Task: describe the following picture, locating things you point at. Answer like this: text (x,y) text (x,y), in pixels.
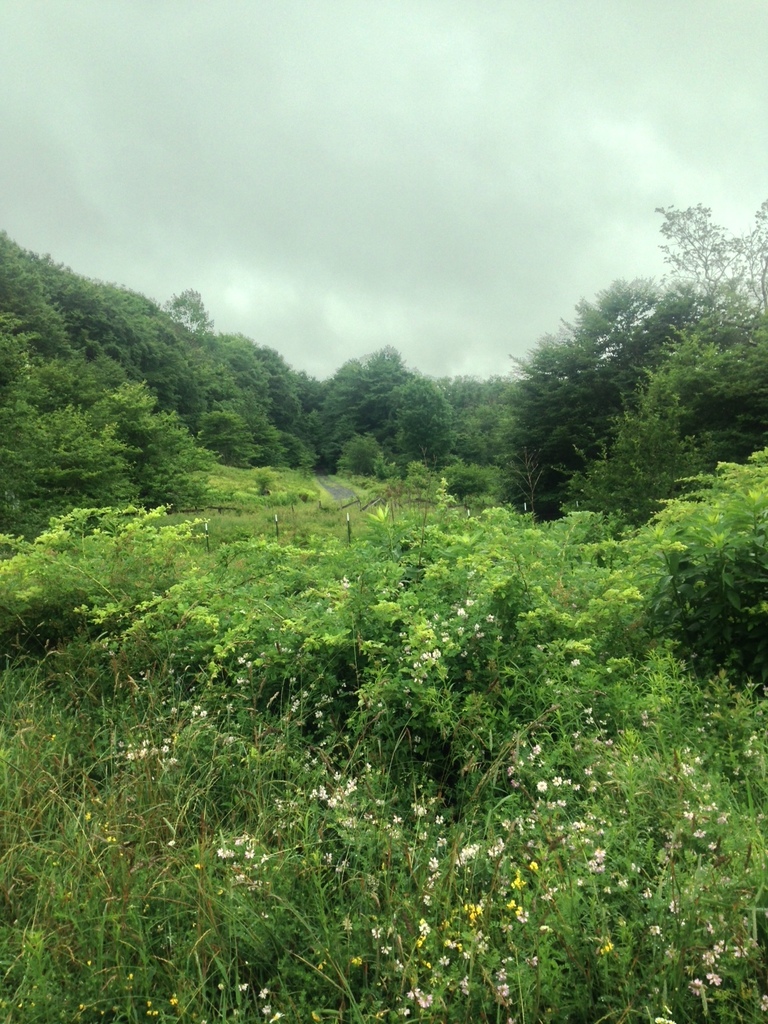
In this image we can see trees (617,316), grass (259,732), sky (369,222) and clouds (305,104).
